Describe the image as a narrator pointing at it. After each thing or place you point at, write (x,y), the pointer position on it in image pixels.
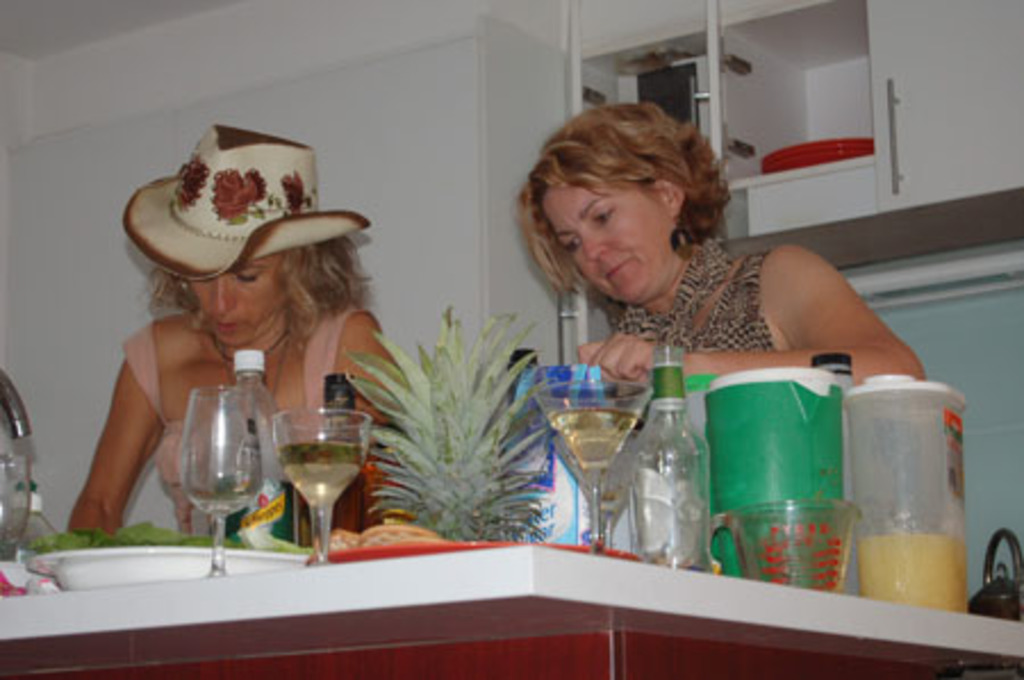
In the image we can see there are woman (648,326) who are standing and on table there are jug (906,503) in which there is juice (881,566), there are wine glasses (322,467), wine bottle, pineapple (409,475) and in a bowl (164,552) there are salad (84,542).
